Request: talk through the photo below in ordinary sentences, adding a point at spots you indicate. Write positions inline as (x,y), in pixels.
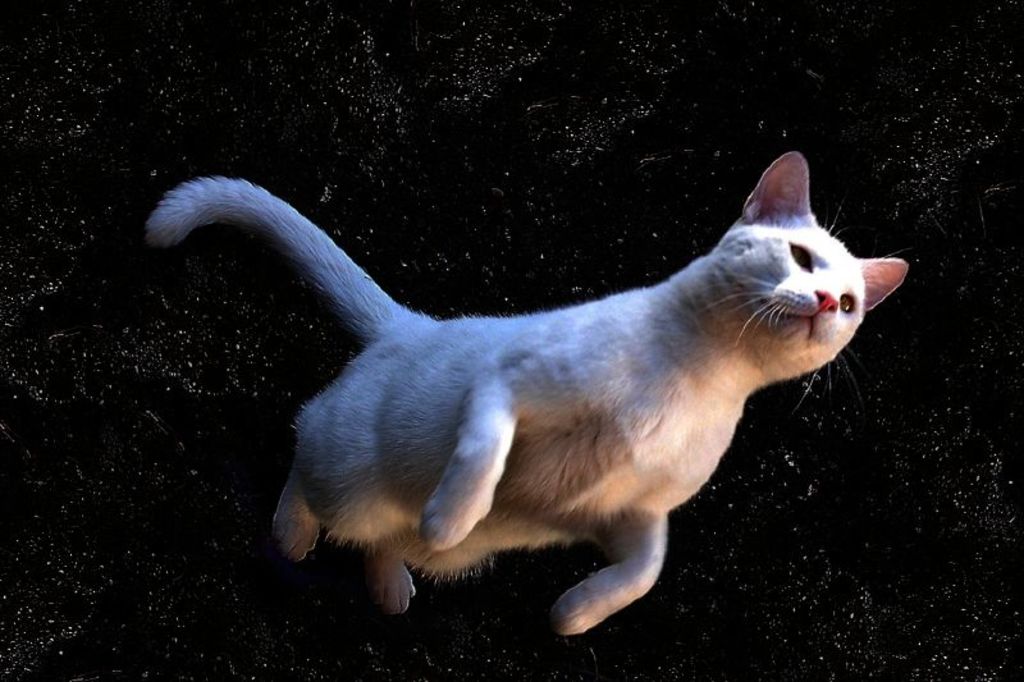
In the center of the image (608,408) we can see one cat (594,458), which is in white color. In the background (515,268) we can see a black surface (899,161).
